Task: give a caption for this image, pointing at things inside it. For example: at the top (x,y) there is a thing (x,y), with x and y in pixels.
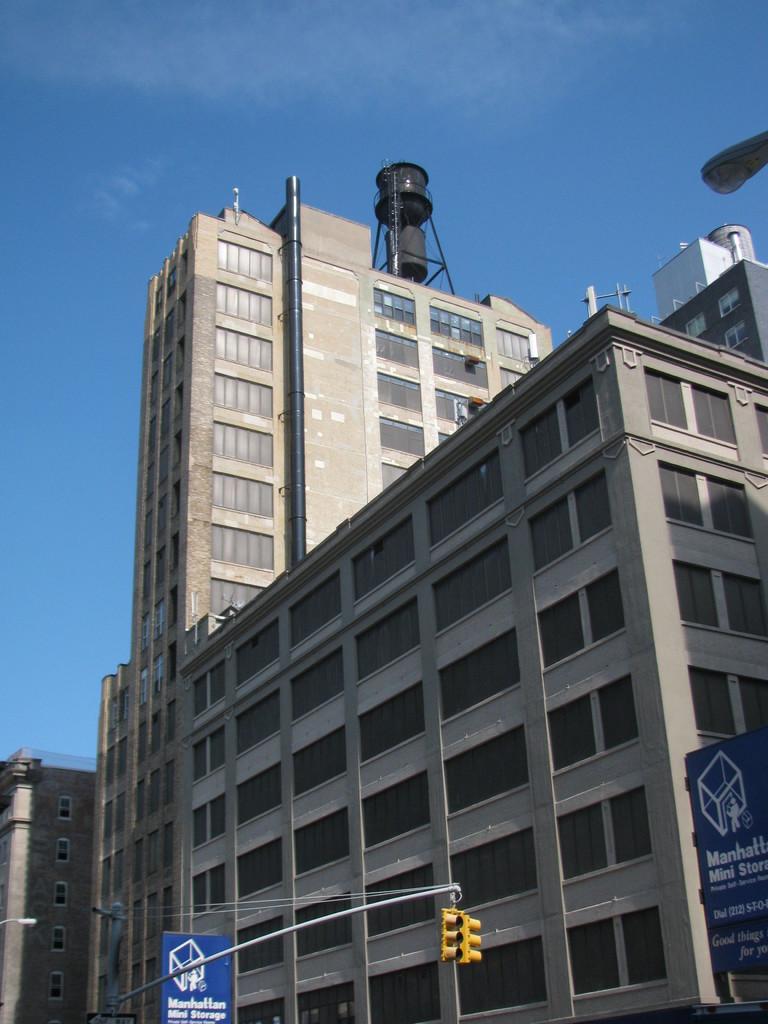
This is building (509,524) and a sky (326,168).
